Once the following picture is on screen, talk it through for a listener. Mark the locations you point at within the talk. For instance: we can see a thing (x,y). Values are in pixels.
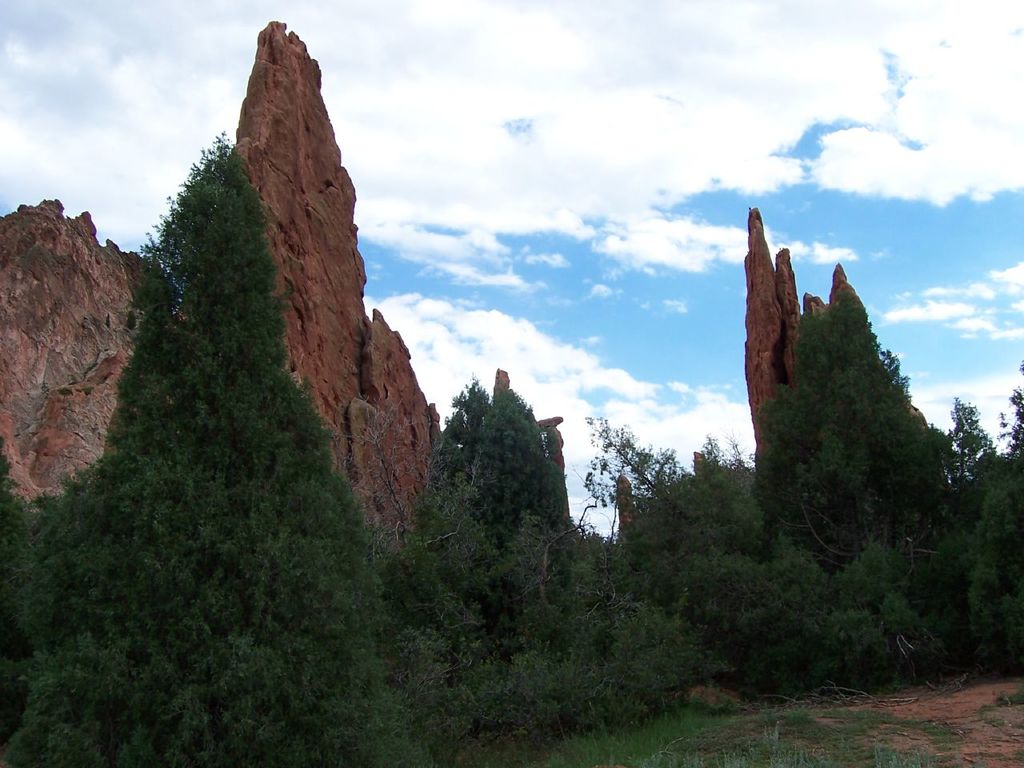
In this image there we can see rock mountain (61,482) and there are trees (464,606). At the top of the image (661,112) there is sky (525,110) and clouds (622,127).
